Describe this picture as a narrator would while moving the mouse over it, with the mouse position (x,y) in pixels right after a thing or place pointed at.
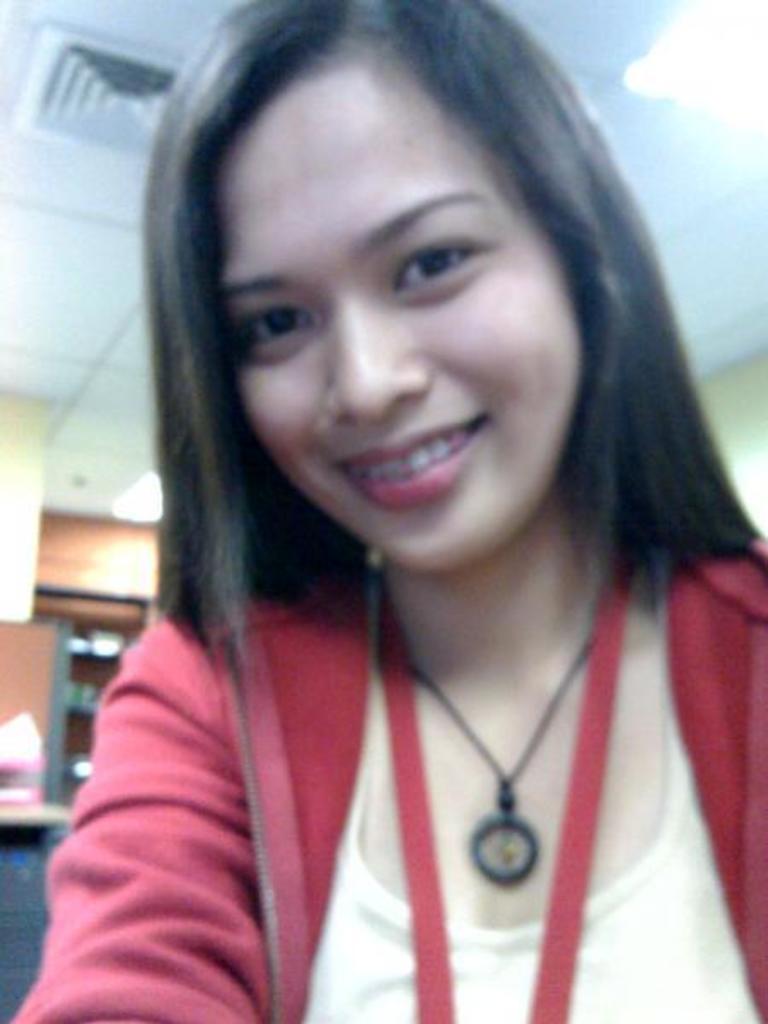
In this image we can see a woman (161,841). In the background (156,555) there are lights (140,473) on the ceiling (144,459) and objects (27,756) on the racks (51,771) and wall (23,420).
